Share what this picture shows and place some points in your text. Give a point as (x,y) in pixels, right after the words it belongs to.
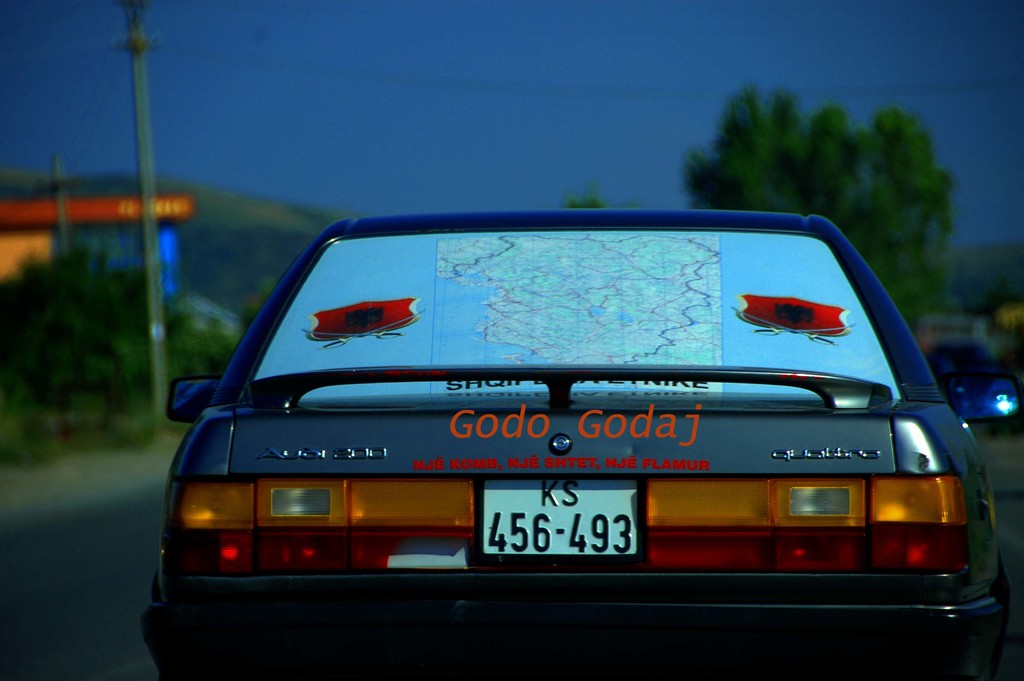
In the middle (548,404) there is a car (659,457), on this there is a map (590,309), at the back side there are trees (35,336) in this image. At the top (404,111) it is the sky (404,111).
